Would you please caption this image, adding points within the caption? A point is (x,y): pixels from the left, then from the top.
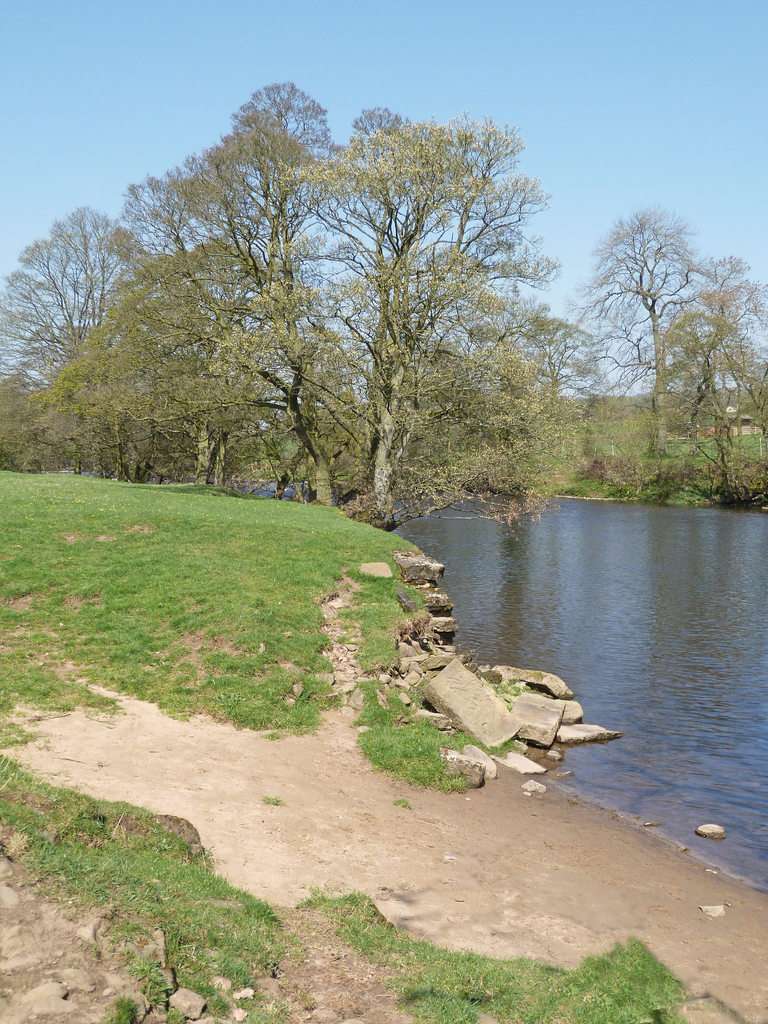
In this image there is grassland (246,549) and there is a canal (589,572), on either side of the canal (580,604) there are trees (416,433), in the background (448,67) there is the sky (422,95).
